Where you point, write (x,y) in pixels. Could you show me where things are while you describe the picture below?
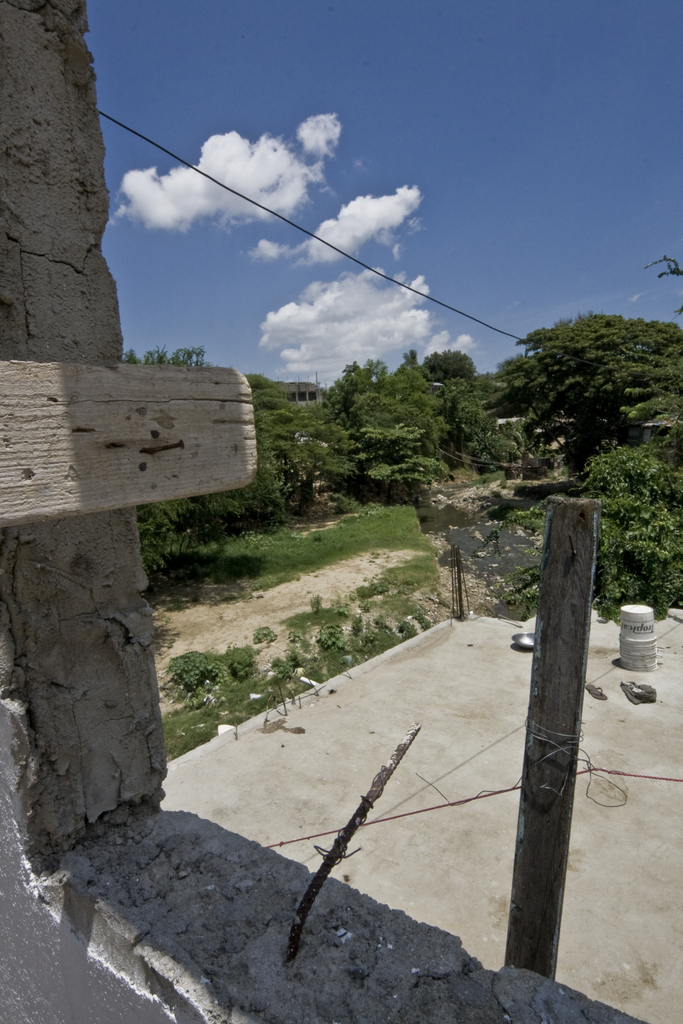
In the picture there is a wall (104,860) and behind the wall (8,308) there is a terrace (371,888), few objects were kept on the floor (517,723) of the terrace (409,768), in the background (261,485) there are many trees (530,400) and some grass (267,555) around the ground (360,659).
